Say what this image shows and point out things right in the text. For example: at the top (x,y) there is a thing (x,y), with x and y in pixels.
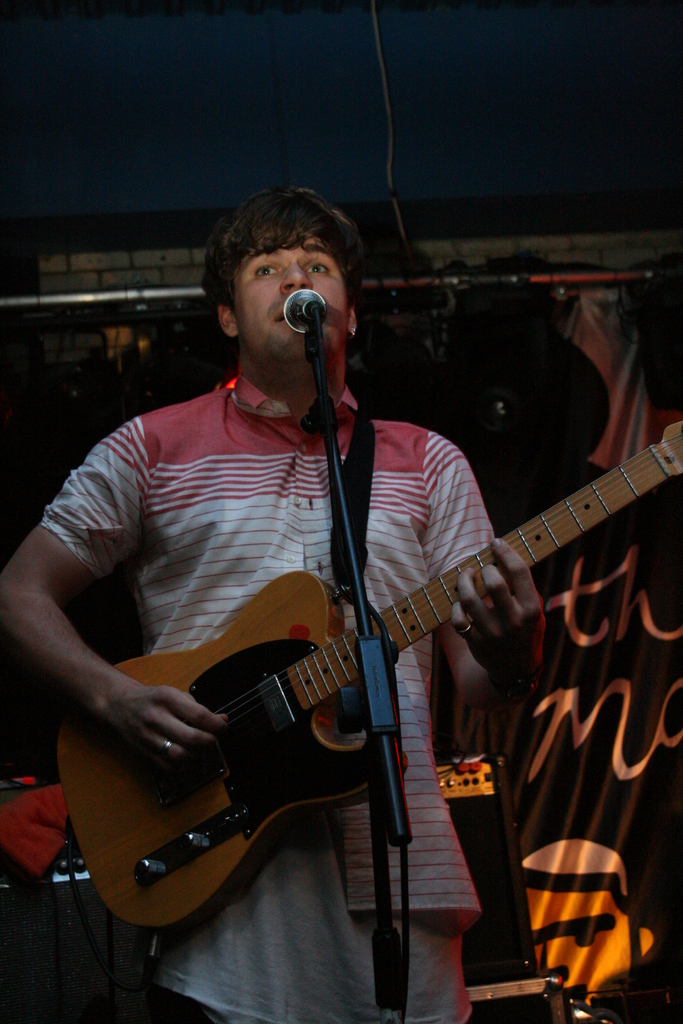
The person (313,548) is playing guitar (320,679) and singing in front of a mic (305,317).
